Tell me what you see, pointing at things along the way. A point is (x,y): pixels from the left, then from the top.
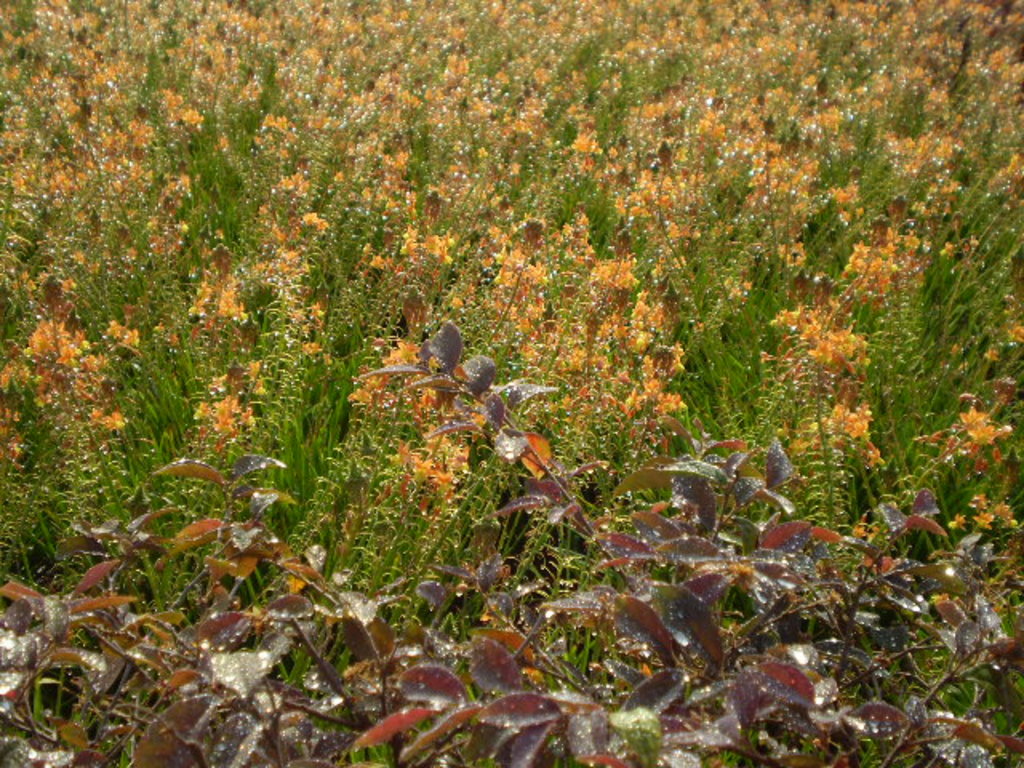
In this image I can see a crop (452,255), there are some leaves (83,590) and flowers (442,96) visible in the middle (345,349).
